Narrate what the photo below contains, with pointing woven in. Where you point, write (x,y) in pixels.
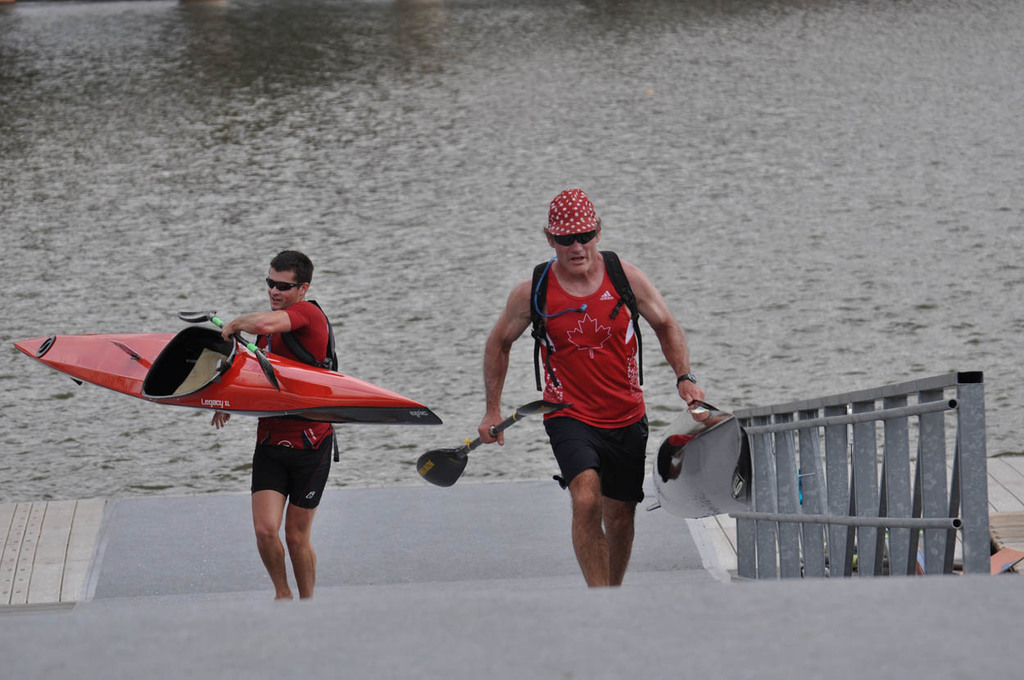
In this image people (616,495) are walking on stairs (351,591) by holding the boat (265,375). At the back side (405,114) there is water (436,77).
